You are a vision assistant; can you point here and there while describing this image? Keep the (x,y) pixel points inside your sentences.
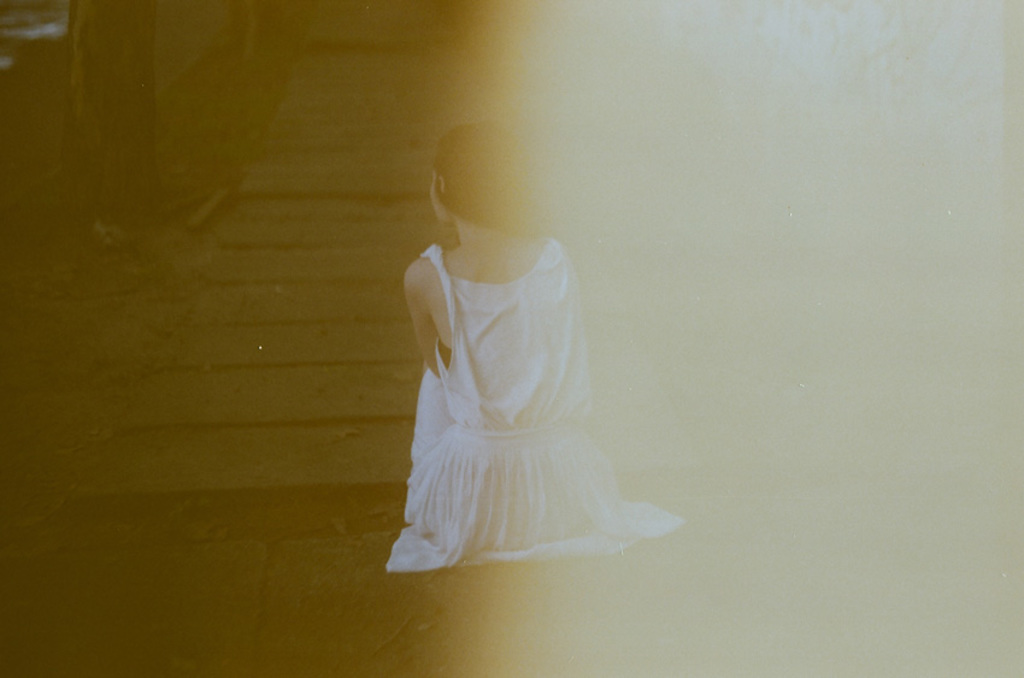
In this picture I can see a woman (459,192) sitting in front (518,282) and I see that she is wearing white color dress (560,345) and I see that, this is an edited image.
